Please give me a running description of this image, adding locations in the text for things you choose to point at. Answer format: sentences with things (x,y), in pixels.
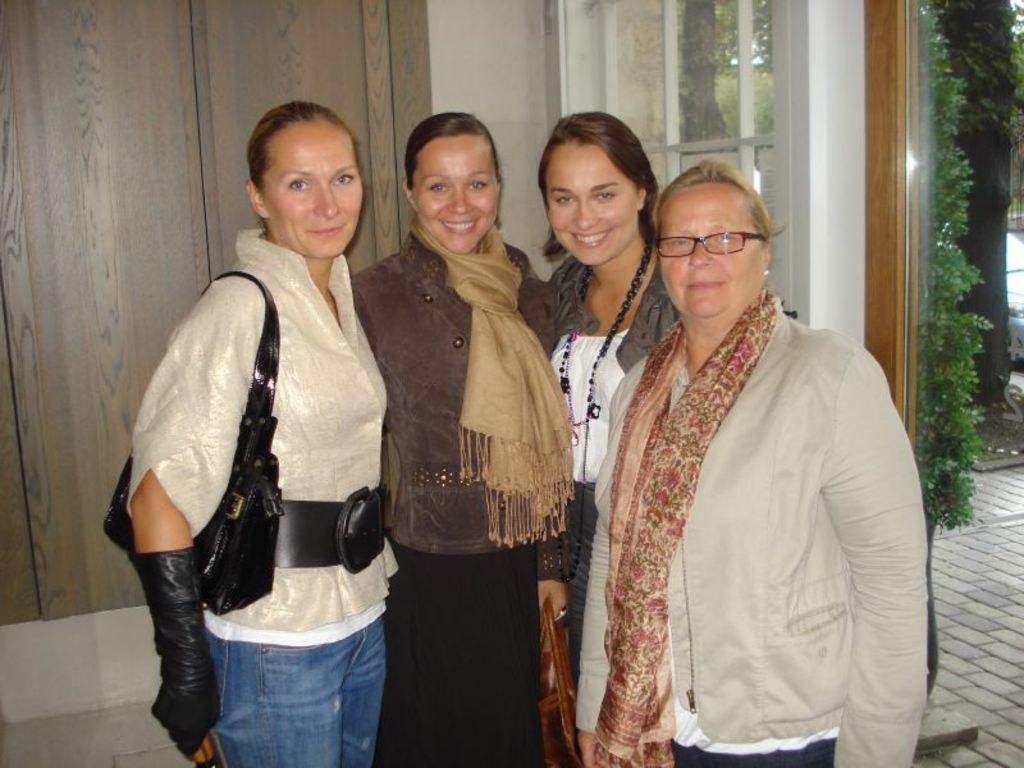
In this image we can see four women (807,499) with smiling faces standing near the window (778,159), one wooden cupboard (413,108) attached to the wall (460,22), one vehicle (1012,339) on the road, one woman (470,658) holding a handbag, some trees (1002,383) on the ground (1023,407), one object (1021,404) on the ground (1022,404) near the tree (929,455), one woman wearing a handbag (257,592) on the left side of the image (263,404) and holding one black object (212,762).
